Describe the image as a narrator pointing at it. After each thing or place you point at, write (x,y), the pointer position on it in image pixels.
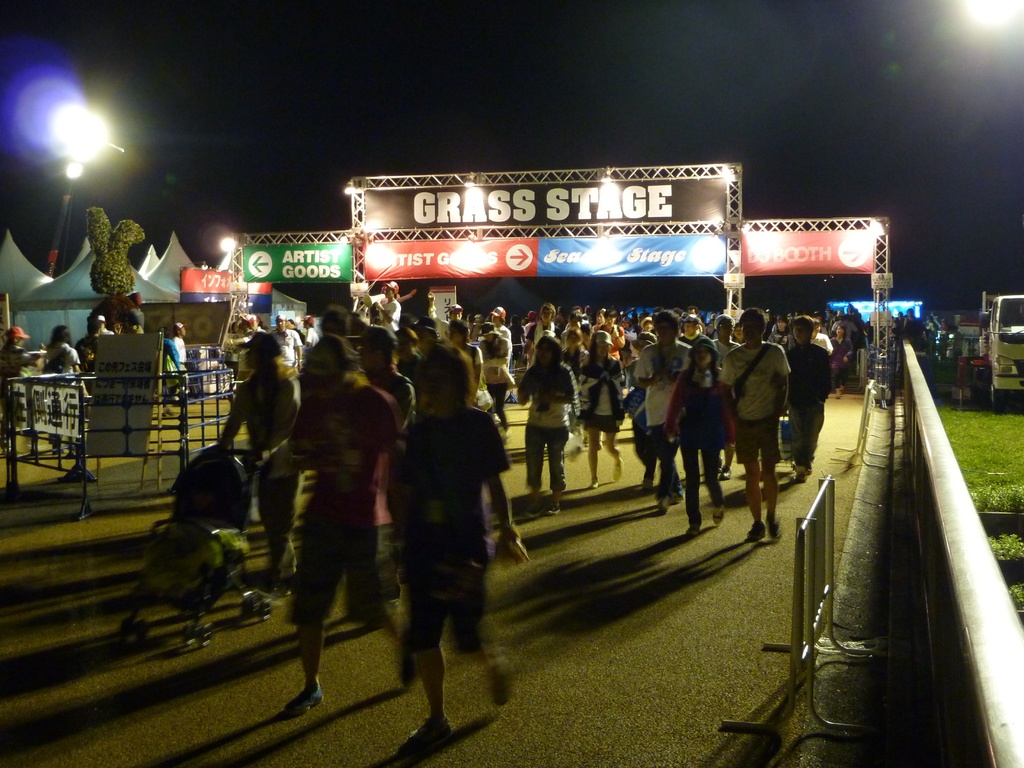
In this image we can see many people (598,366). Also there is a stroller (217,554). On the right side (988,363) there is vehicle (995,365). On the ground (995,447) there is grass (980,460). Also there are barricades (819,525). In the back (415,244) there are banners (415,244). Also there are tents (171,240). In the background (393,121) it is dark and we can see lights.
